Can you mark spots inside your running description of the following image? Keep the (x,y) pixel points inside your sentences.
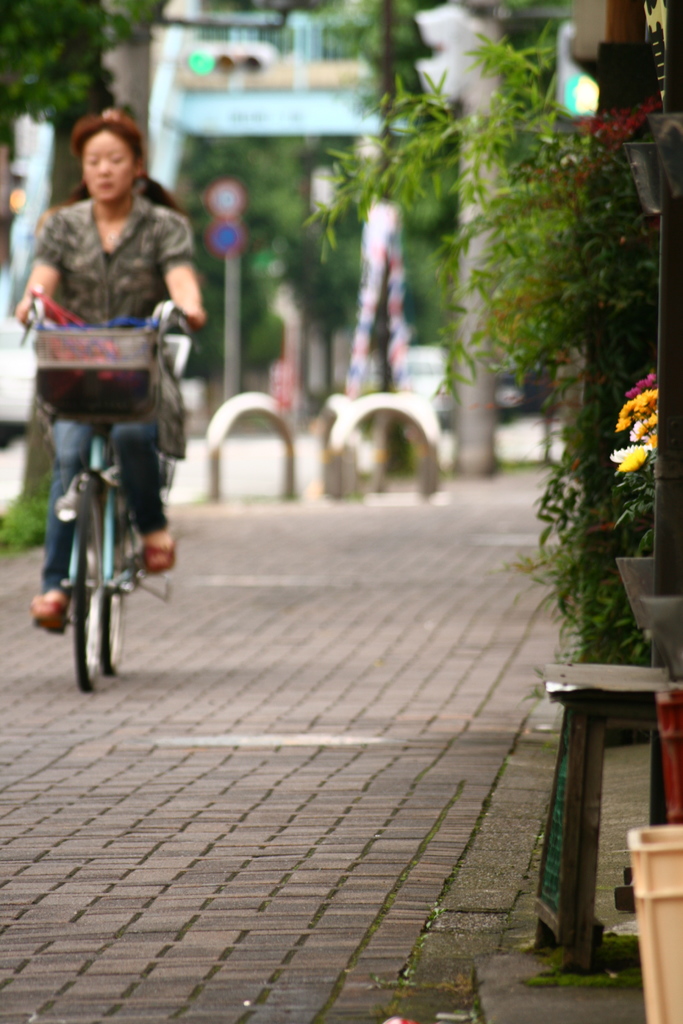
Here we can see a lady (129,223) riding bicycle (86,531) on the road (96,680) and at the right side (630,403) we can see plants (593,295).
